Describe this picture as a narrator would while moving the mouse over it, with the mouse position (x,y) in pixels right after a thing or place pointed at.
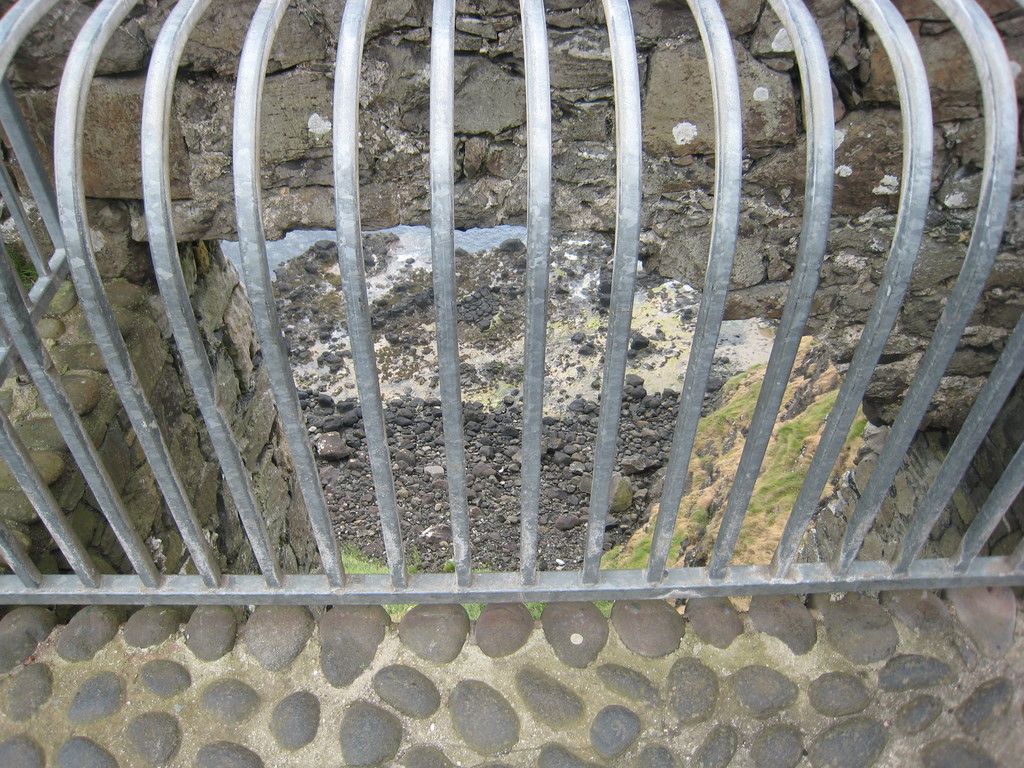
In this image we can see a railing (823,448). Behind the railing (90,466), there is a rock wall (228,503) and stone (474,420) on the land (498,414). At the bottom of the image (542,714), we can see the floor (381,734) made of pebbles (779,695).
